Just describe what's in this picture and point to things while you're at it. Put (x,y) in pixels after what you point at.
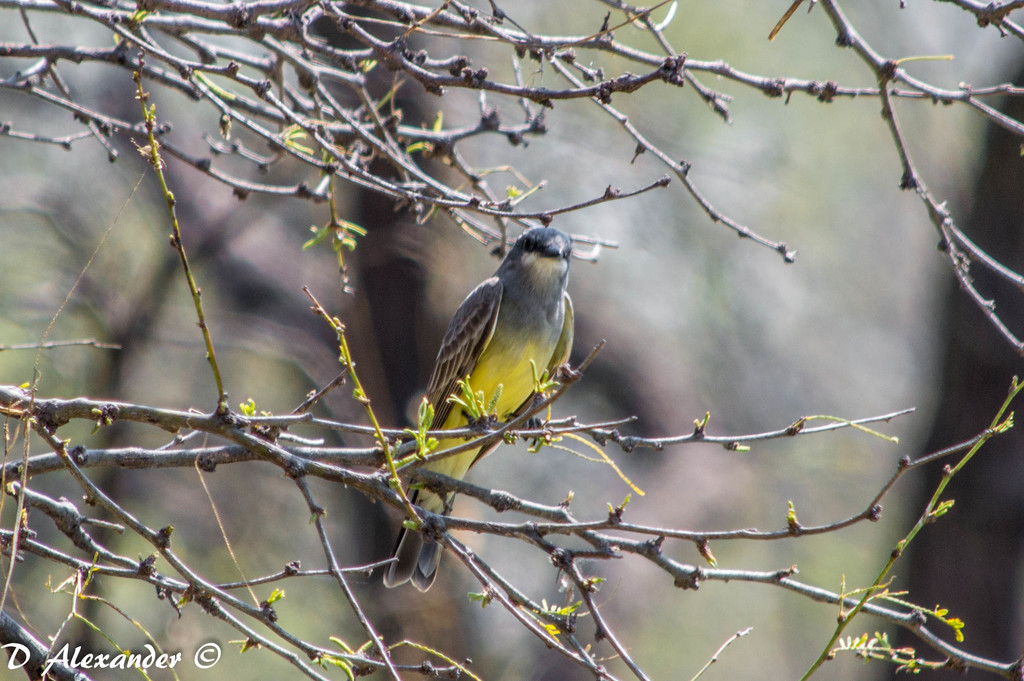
In this image a bird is standing on the branch (403,480) having few leaves (628,481). Background (163,380) is blurry. There are few branches (237,9) on the front side of the image (862,92).
